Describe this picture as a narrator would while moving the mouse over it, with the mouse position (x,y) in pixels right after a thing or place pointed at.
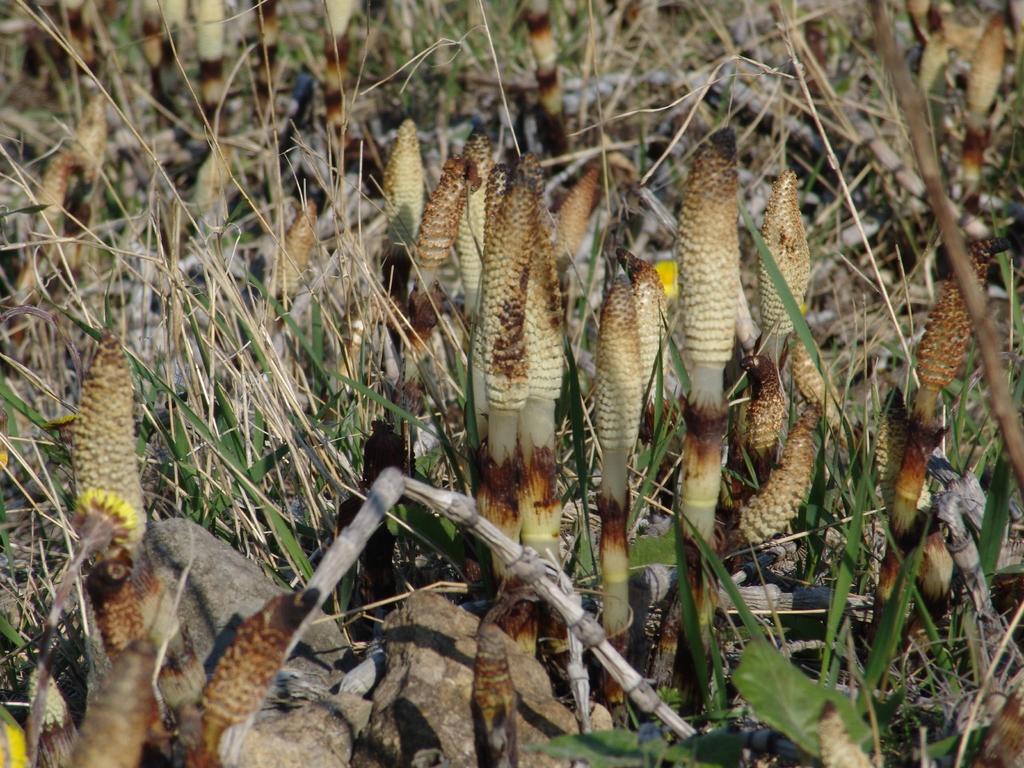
In this image we can see group of plants (518,386).
